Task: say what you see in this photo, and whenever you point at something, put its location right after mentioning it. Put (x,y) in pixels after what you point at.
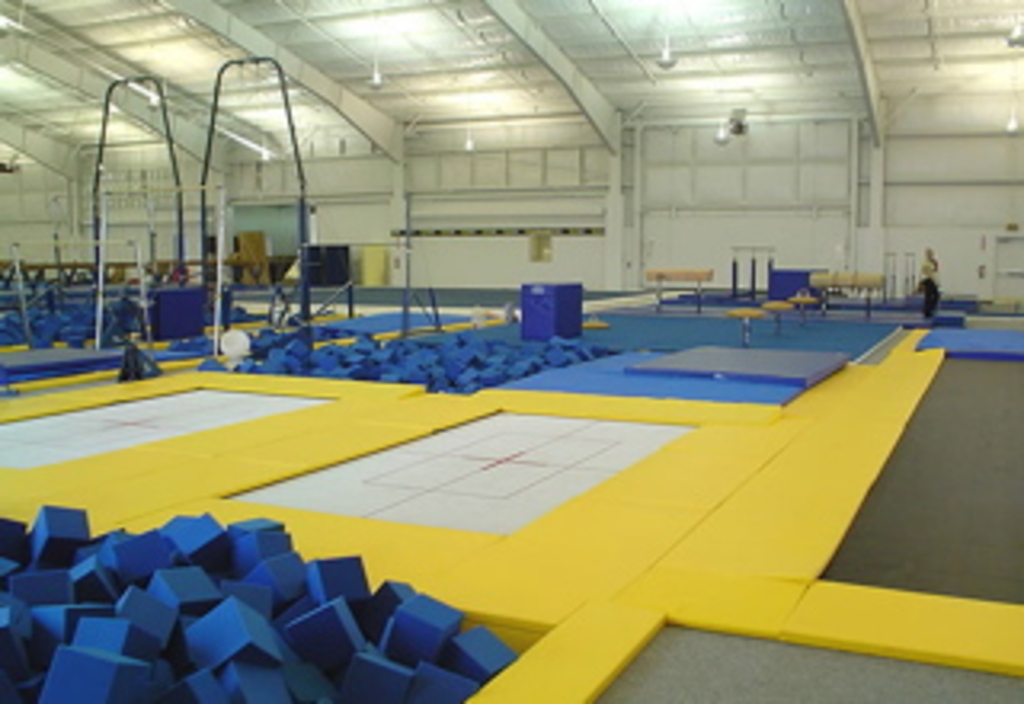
In the picture it looks like the sky zone (437,168) there are many trampolines (474,452) and sponge boxes (219,586).
